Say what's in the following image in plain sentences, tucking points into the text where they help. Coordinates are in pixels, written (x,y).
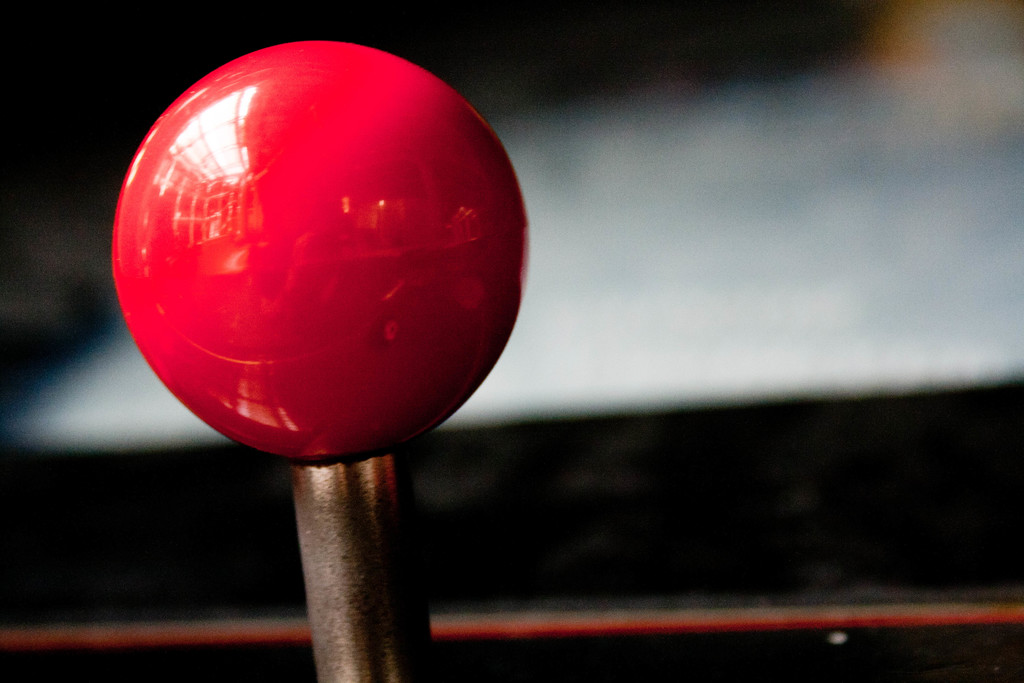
In this image we can see a red object (315,407) attached to a metal (348,482). On the object (345,268) we can see some reflections (215,164). The background of the image is blurred.
